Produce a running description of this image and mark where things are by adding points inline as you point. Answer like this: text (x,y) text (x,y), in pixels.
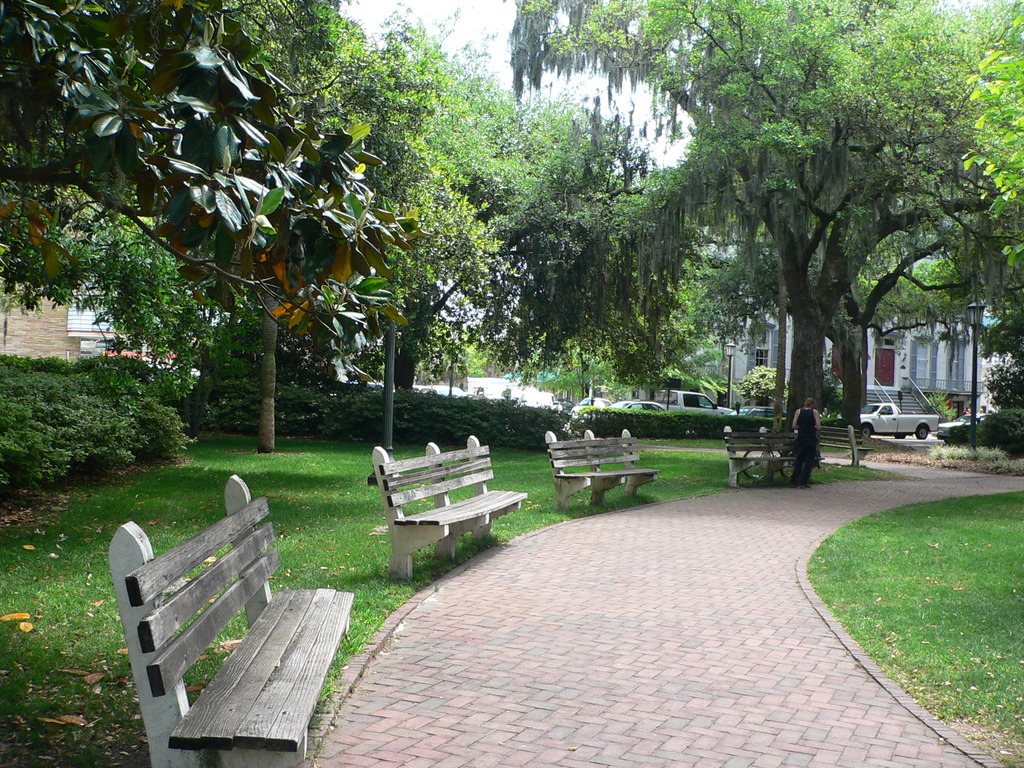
In the foreground of the picture (21,486) there are plants (55,401), dry leaves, grass (368,504), benches (409,496), pavement (753,592). In the center of the picture (581,402) there are trees (625,363), plants (713,428), grass (723,440), woman (814,419), benches (772,436), cars (893,418), pole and other objects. In the background (29,329) there are buildings (49,329).
